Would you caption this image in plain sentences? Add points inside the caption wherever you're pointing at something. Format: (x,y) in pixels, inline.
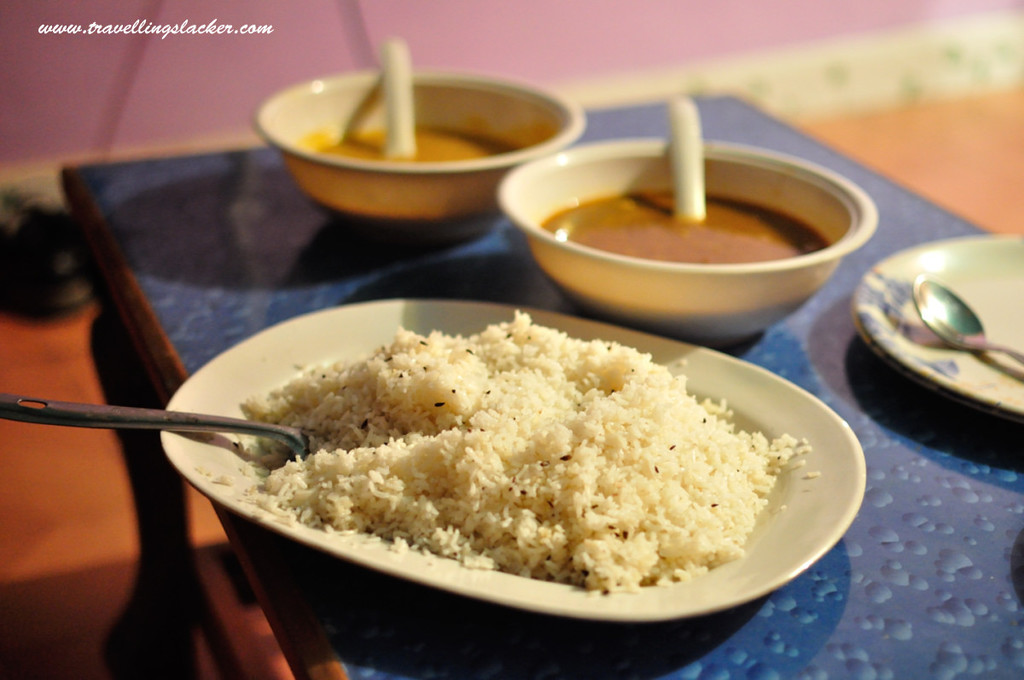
In this image there are 2 bowls (640,247), 2 plates (766,393), food (467,394), 4 spoons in table (223,332).
